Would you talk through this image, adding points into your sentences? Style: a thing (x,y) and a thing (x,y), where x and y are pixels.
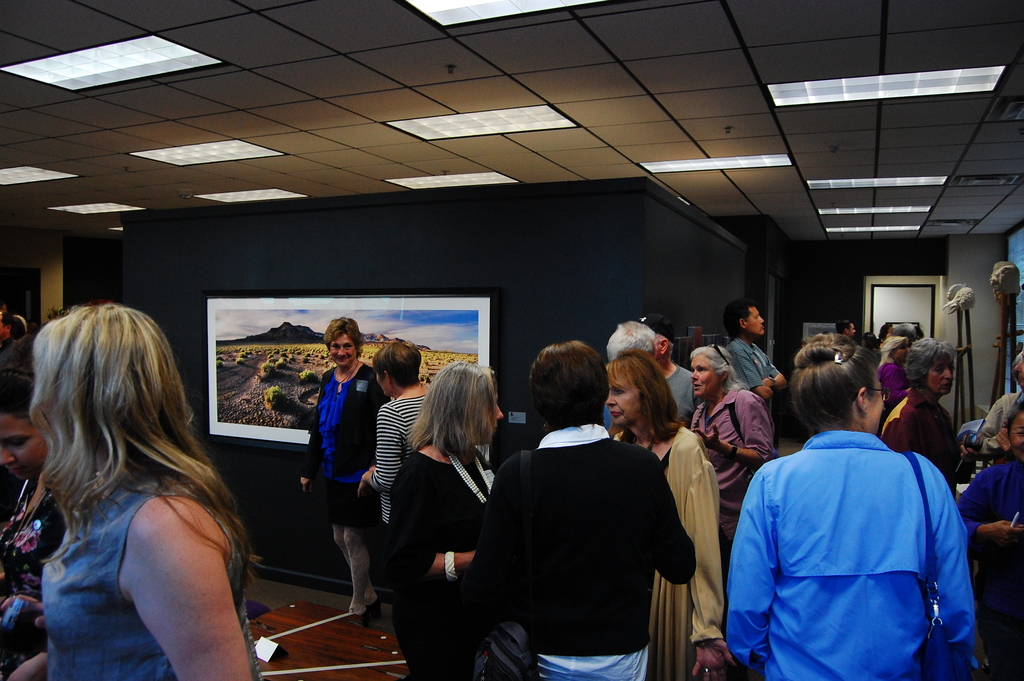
In this image, there are groups of people (170,444) standing. This is a photo frame (262,319), which is attached to the wall (553,296). On the right side of the image (965,295), I can see the objects (969,307) with the stands (961,342). In the background (913,319), I think this is the door (914,302). These are the ceiling lights (830,86), which are attached to the ceiling (273,124). At the bottom of the image (319,658), that looks like a wooden table (312,645).
